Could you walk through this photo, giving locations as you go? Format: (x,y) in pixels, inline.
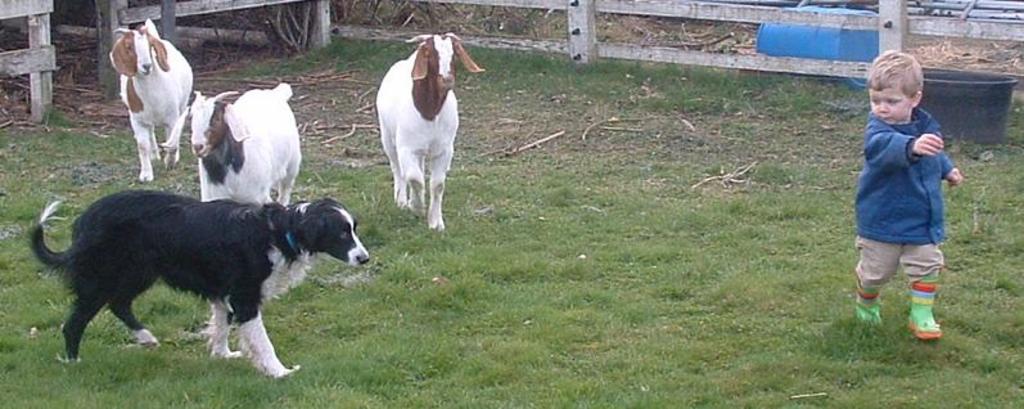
In this image we can see a boy (922,117) and a basket (946,107) on the right side (927,144). On the ground (559,228) there is grass (582,214). Also there is a dog (182,231) and goats (252,113). And there are wooden fencing (325,8). In the back (811,38) there is a barrel (795,47).
